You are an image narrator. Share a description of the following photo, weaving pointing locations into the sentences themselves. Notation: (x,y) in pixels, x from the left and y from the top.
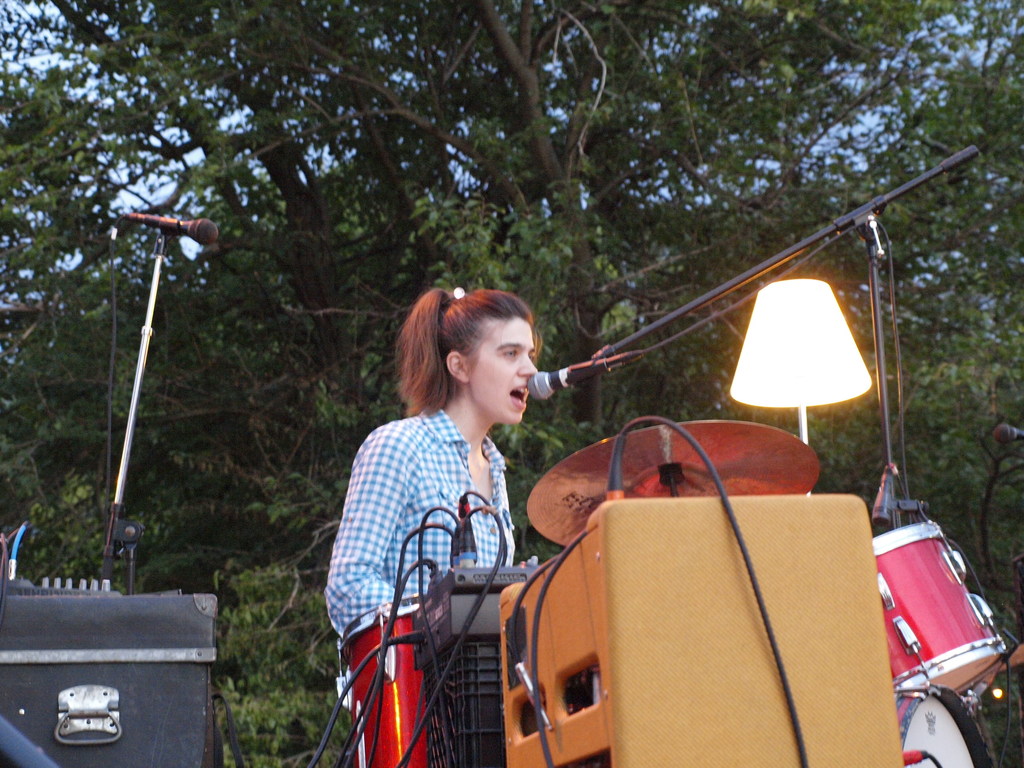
In the middle of the picture (458,415), we see a woman (400,525) is standing. In front of her, we see a microphone (600,360). She is singing the song on the microphone (581,374). In front of her, we see the amplifiers (643,552) and the drums (912,551). Beside that, we see a lamp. On the left side (68,679), we see a speaker box (94,628) and a microphone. There are trees (540,166) in the background (424,260).
